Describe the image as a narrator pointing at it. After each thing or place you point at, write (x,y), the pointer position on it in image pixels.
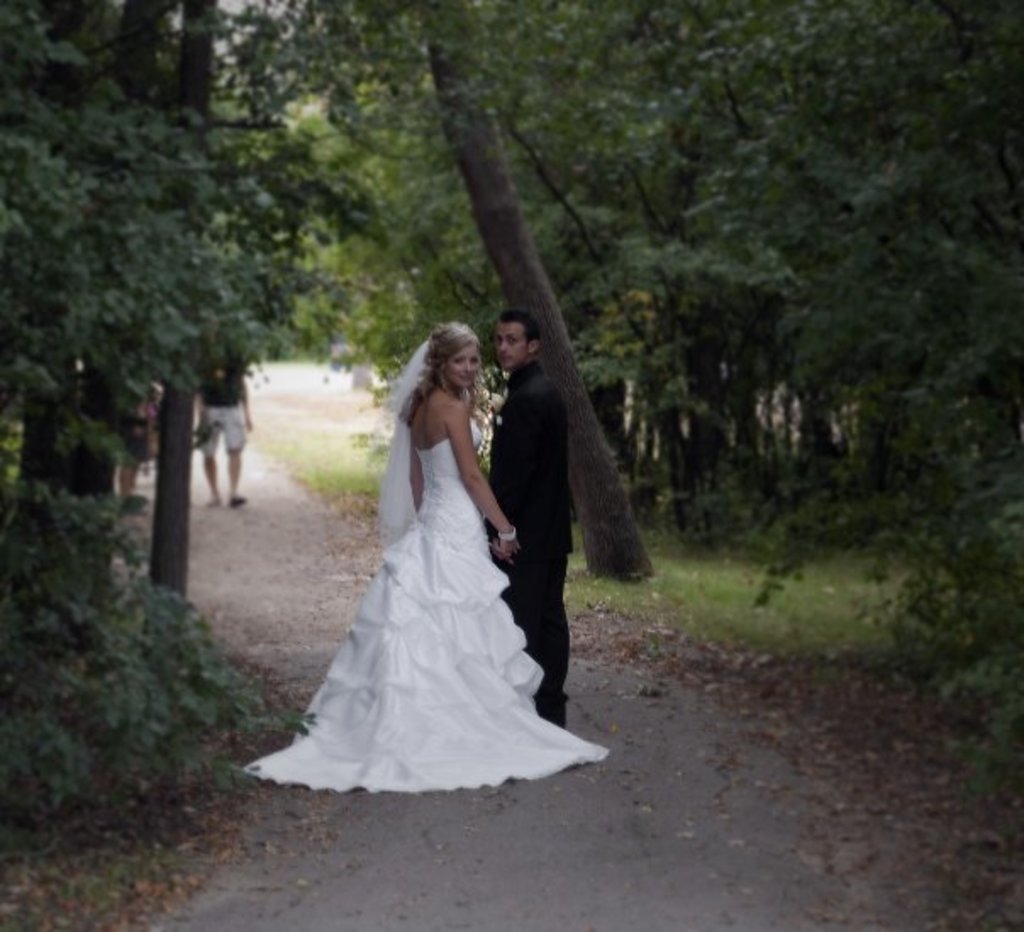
In this image I see a man (500,476) who is wearing black color suit (556,668) and I see a woman (466,361) who is wearing white dress (462,514) and I see the path (345,569) and I see the green grass (806,620). In the background (765,35) I see number of trees (16,355) and I see 2 persons (241,393) over here and I see the dried leaves (770,704) on the path (348,558).
